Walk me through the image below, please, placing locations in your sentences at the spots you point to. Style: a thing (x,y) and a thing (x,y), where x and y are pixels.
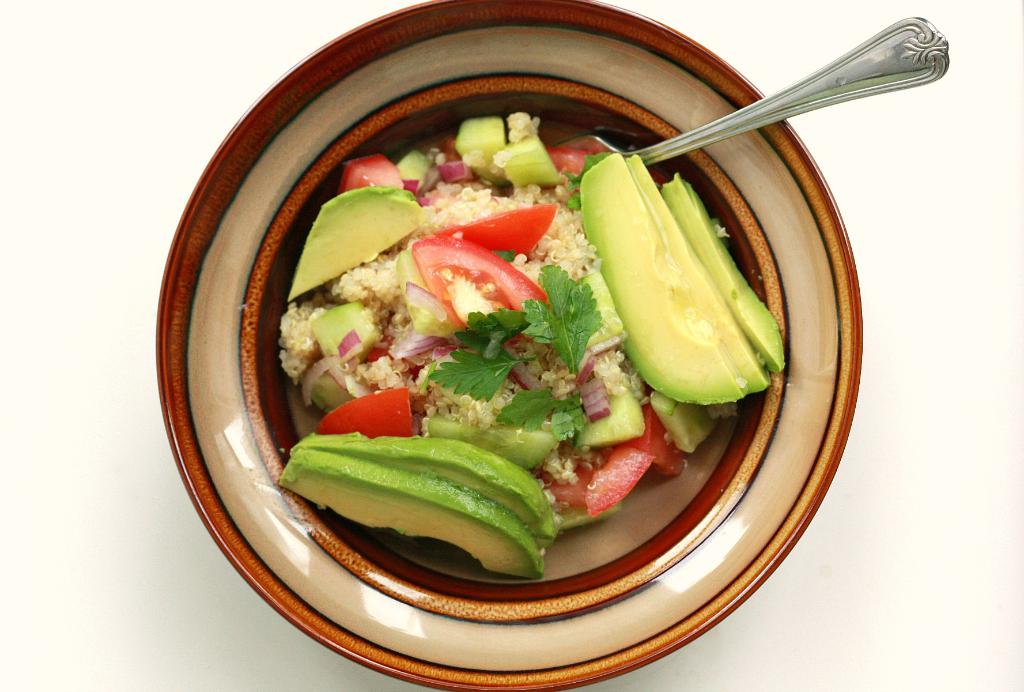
In this image we can see food items (530,195) and a spoon (713,140) in a bowl (757,144) on a platform (819,630).
